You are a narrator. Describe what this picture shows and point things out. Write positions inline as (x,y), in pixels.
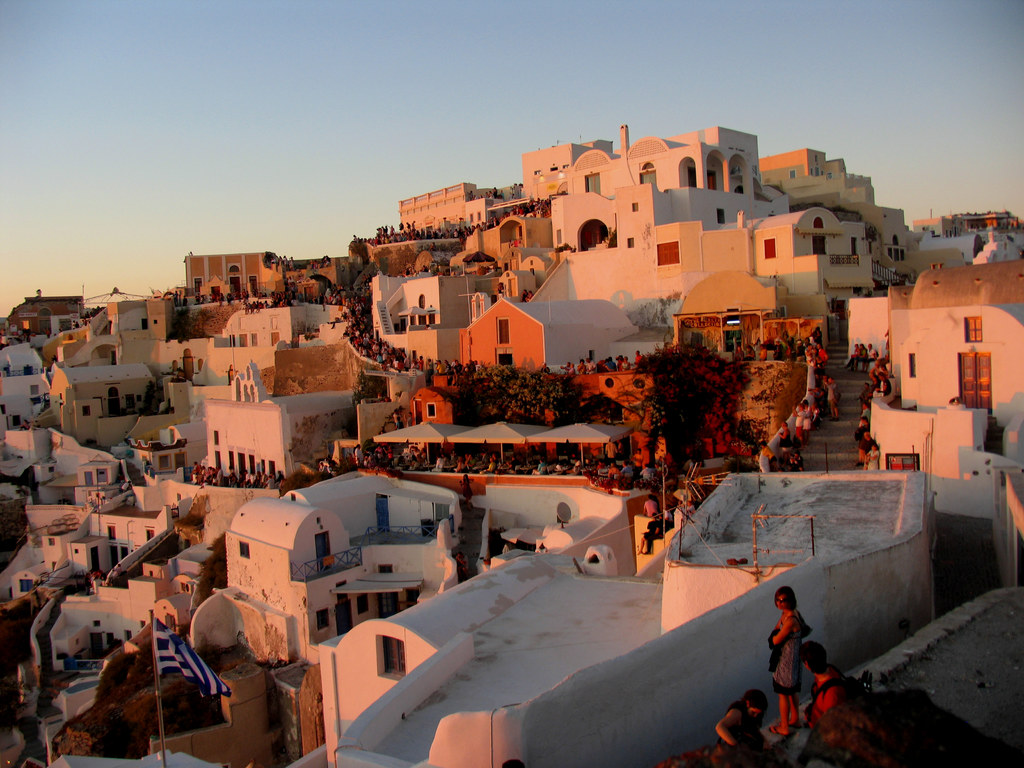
In this image there are so many buildings (313,456) one beside the other and there are so many people (389,347) standing in the line (382,360) in between the buildings (386,320). At the top (305,82) there is sky (305,82).
